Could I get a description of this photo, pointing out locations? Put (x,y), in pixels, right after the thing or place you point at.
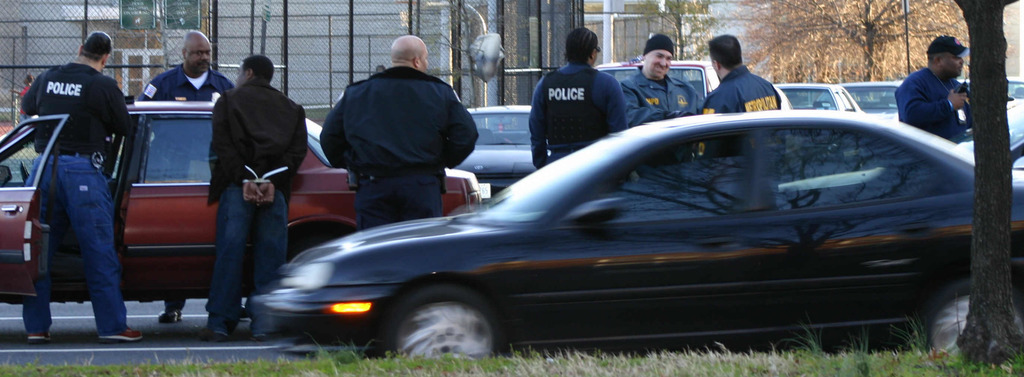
In this image there are vehicle (734,188) on a road (144,343) and people (416,142) are standing, in the background (925,29) there are trees (689,40) and fencing (371,41).
